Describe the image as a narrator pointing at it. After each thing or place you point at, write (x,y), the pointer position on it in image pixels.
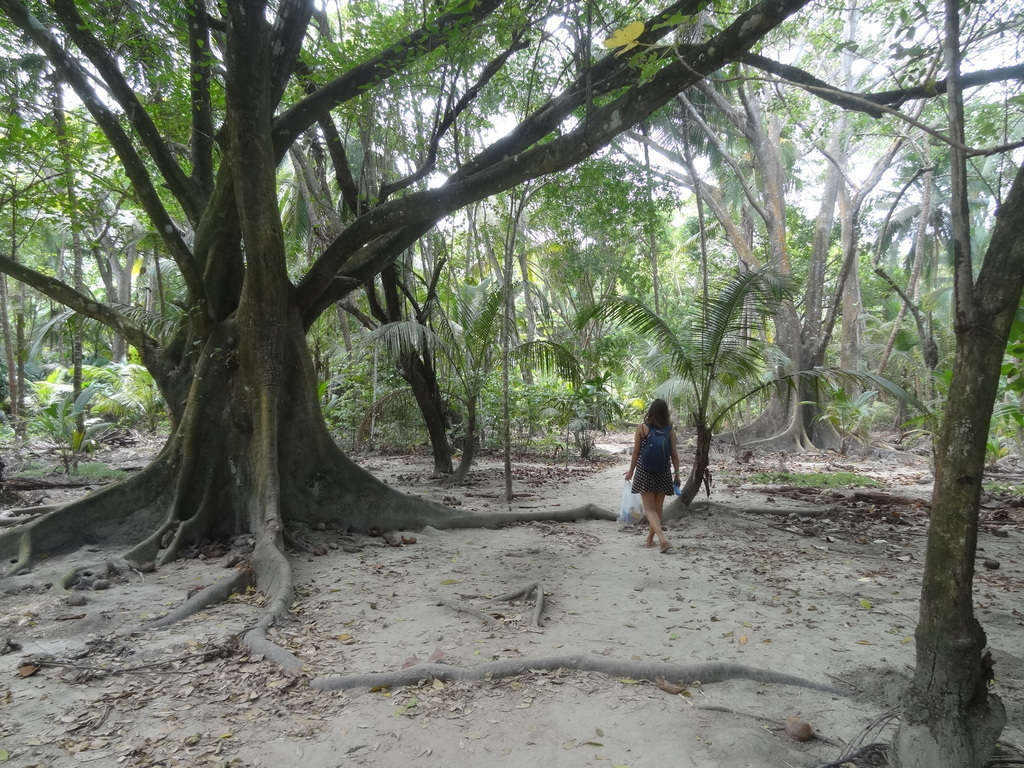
This image consists of a woman (653,487) wearing a backpack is walking. At the bottom (246,659), there are dried leaves (72,735) on the ground (369,613). It looks like a forest (389,428). In the front (1009,250), there are many trees (553,285).
